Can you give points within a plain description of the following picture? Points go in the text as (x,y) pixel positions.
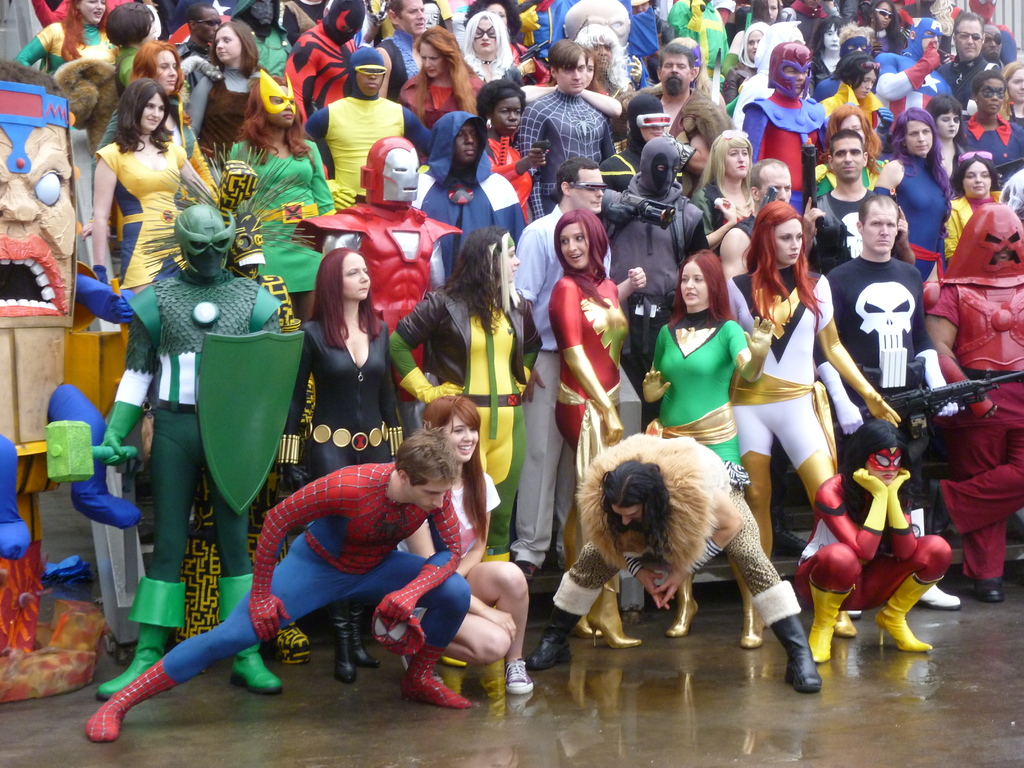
In this image we can see many people (437,183). Some are wearing costumes (579,314). Some are holding some objects (933,410) in the hand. On the left side (68,413) there is an object (42,406).
